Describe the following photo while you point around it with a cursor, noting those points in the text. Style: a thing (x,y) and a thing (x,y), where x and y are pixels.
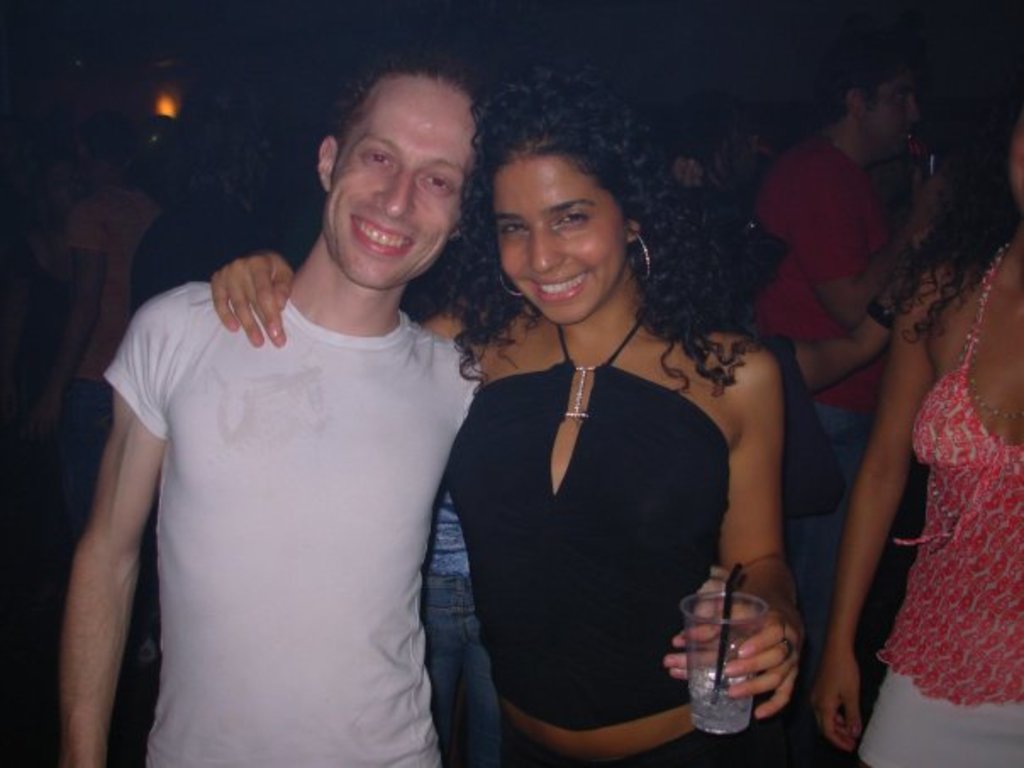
Here we can see a man (378,464) and a woman (483,240) are standing and smiling and the woman (577,749) is holding a glass (700,698) in her hand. In the background (99,266) there are few persons (92,207) and a light (172,104).
